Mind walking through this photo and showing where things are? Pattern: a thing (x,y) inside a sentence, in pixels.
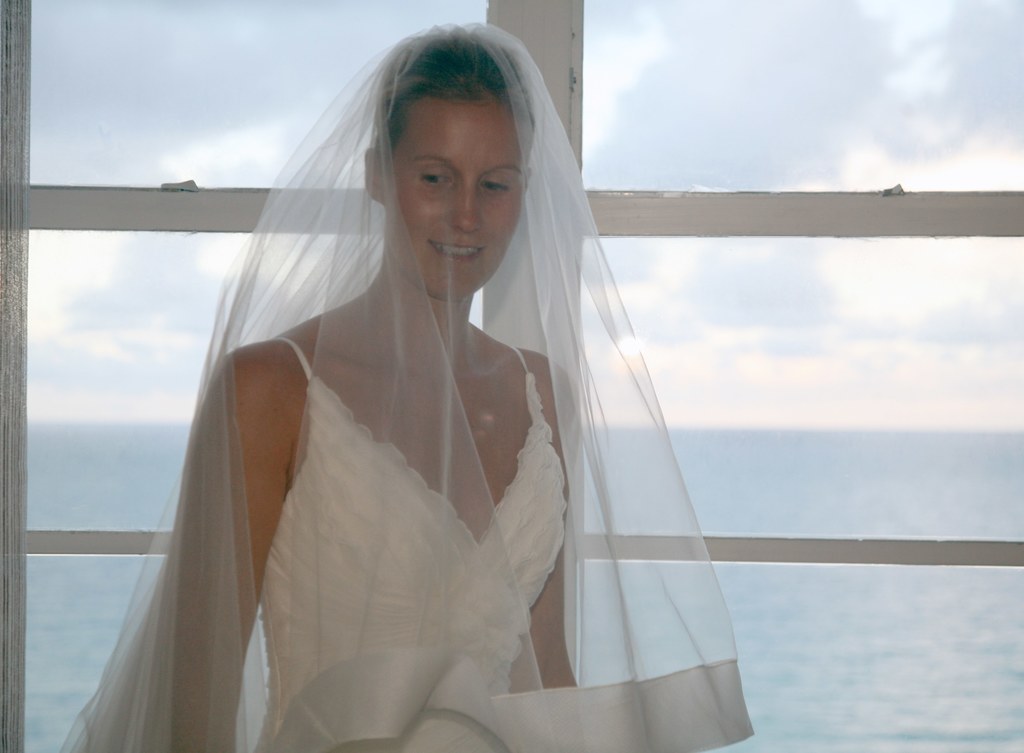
In this image I can see a woman (408,558) wearing white colored dress (408,568) is standing and smiling. In the background (833,365) I can see the window (831,352) through which I can see the water (829,477) and the sky (791,162).
